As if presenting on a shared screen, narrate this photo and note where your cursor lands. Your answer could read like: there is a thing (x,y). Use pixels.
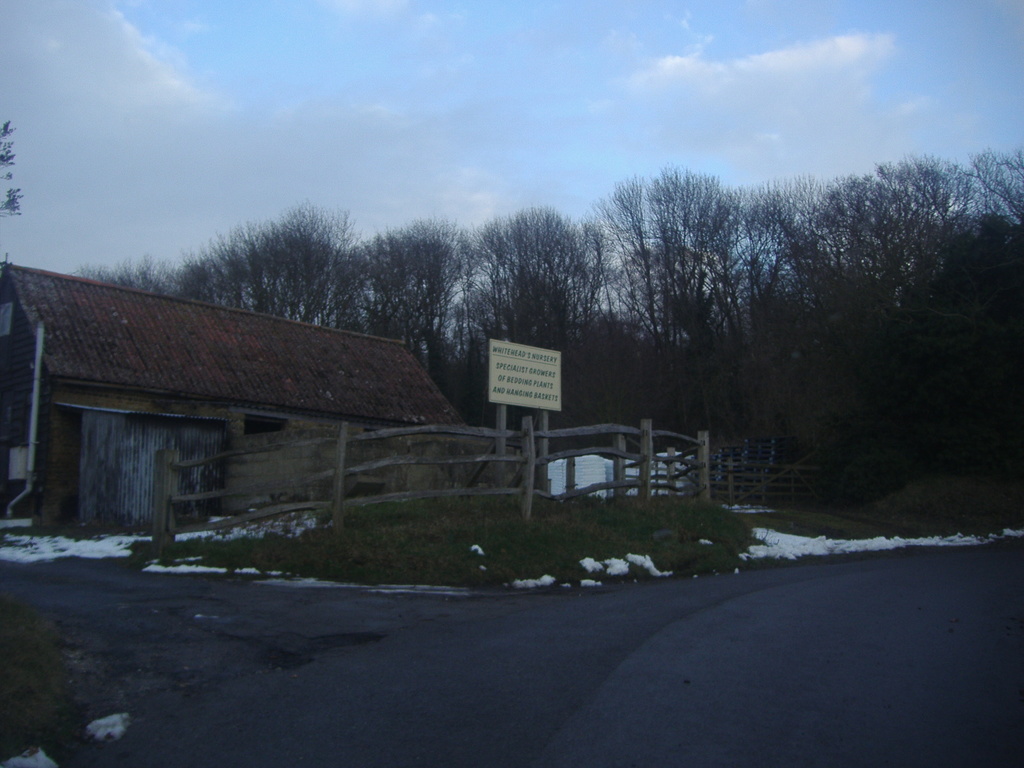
This image consists of a road (340,645). In the front (422,485), there is a fencing (529,501) made up of wood (528,504). To the left (171,413), there is a house (173,389). In the background (710,263), there are many trees (501,306). At the top (341,94), there are clouds (272,100) in the sky (397,72).
